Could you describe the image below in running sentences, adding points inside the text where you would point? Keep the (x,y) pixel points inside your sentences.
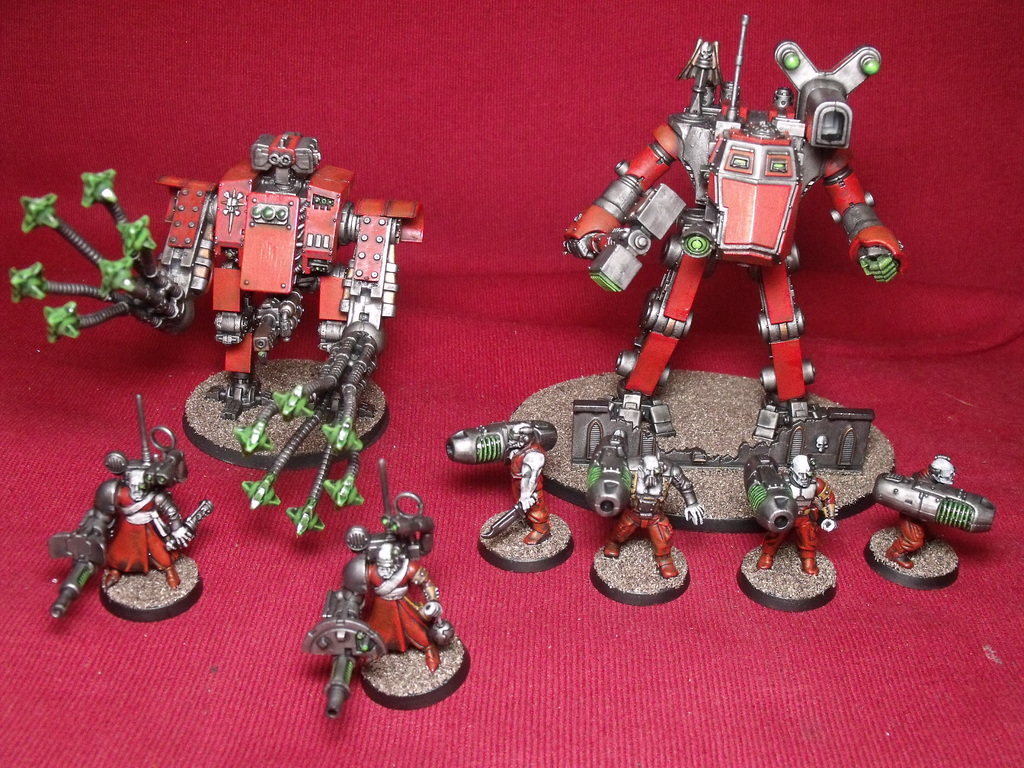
In this image we can see toy robots (781,124) and soldiers (544,530). In the background of the image (432,340) there is a red carpet (280,689).
